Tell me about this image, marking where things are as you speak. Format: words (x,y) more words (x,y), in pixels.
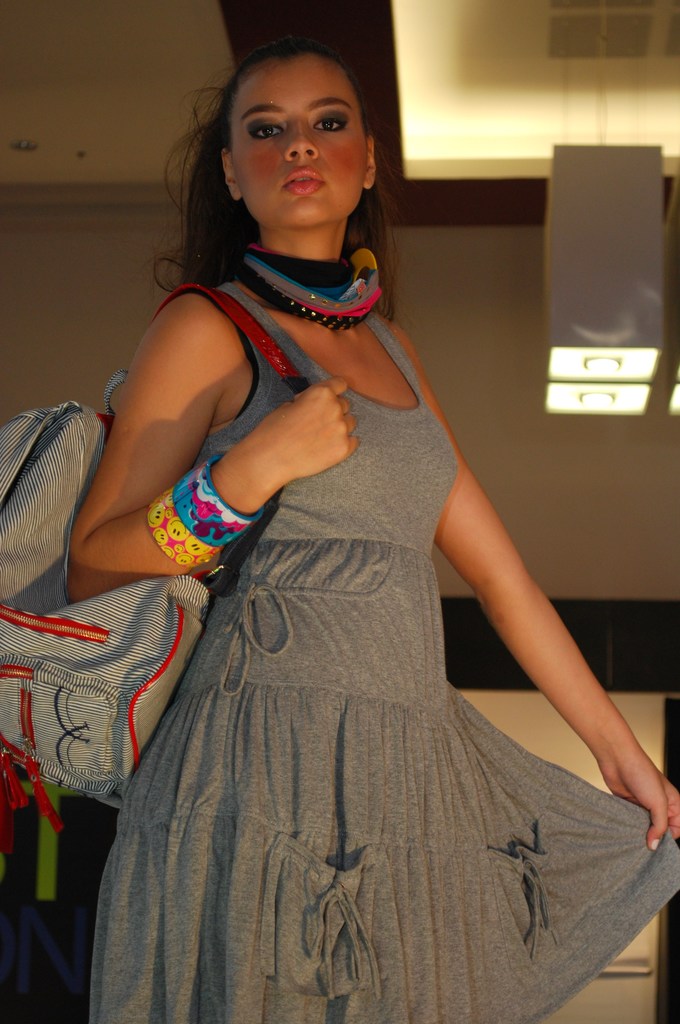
A person (382,559) is standing wearing a grey dress (361,900), bangles (181,514) and a bag (38,573). Behind her there are lights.
